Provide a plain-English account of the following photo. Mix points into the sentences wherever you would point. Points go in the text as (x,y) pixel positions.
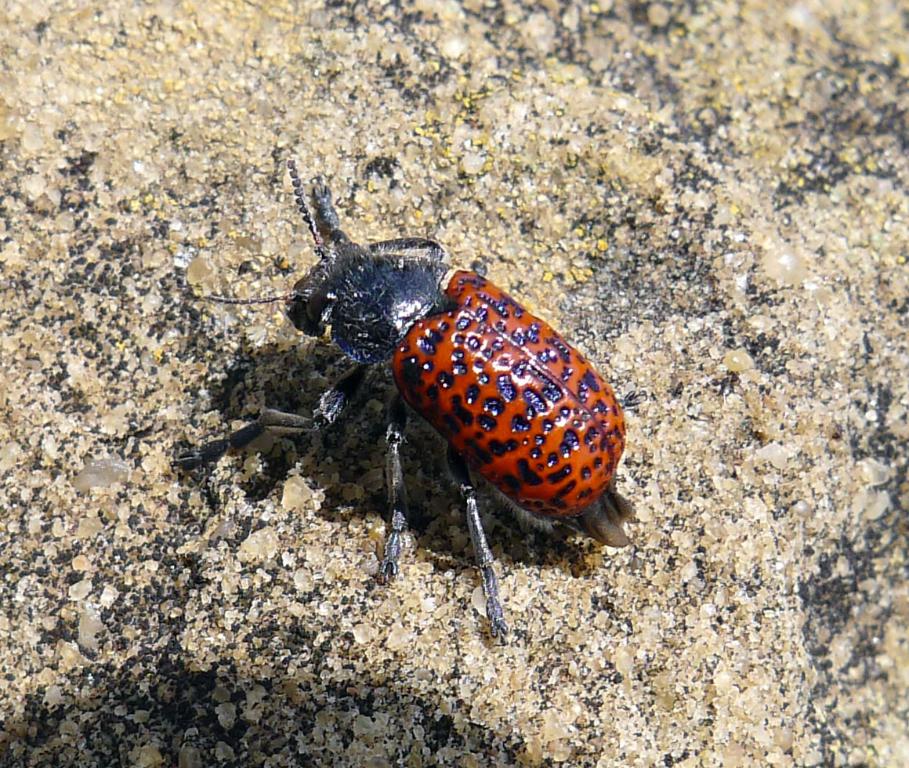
In the middle (318,303) I can see an insect (327,317) on the ground (555,576). This image is taken may be during a day.
